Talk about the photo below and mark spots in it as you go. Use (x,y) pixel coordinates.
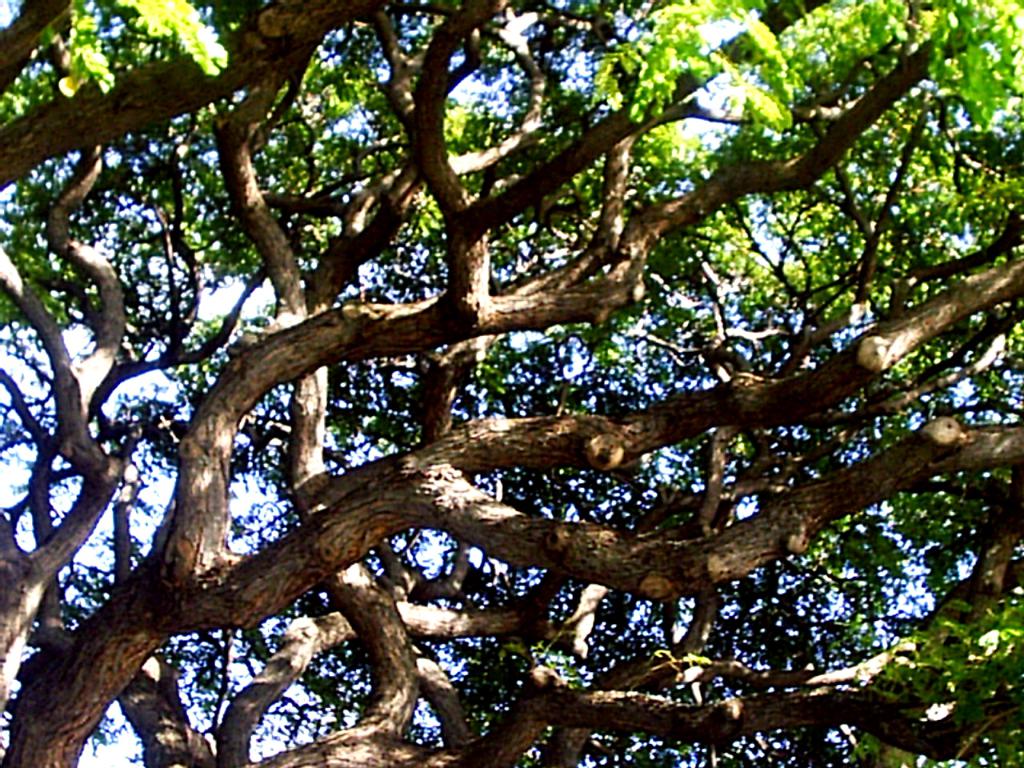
This is a picture of a tree (987,310) with big branches (368,331).
